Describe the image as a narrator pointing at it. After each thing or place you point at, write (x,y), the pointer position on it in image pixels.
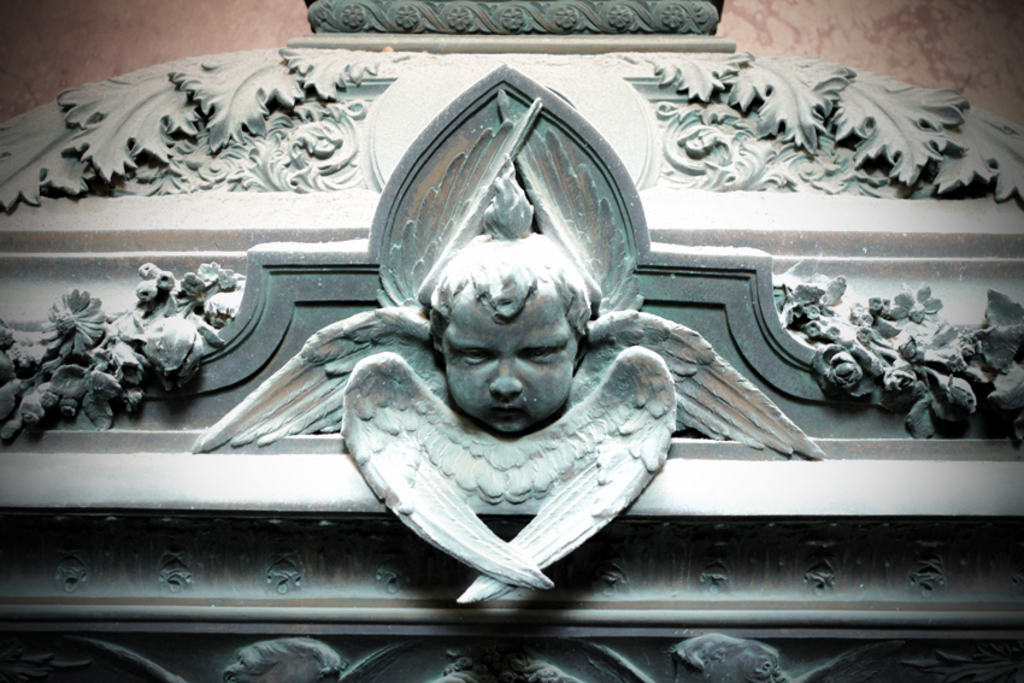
In this picture there is a sculpture (562,195) in the center of the image (530,331).
